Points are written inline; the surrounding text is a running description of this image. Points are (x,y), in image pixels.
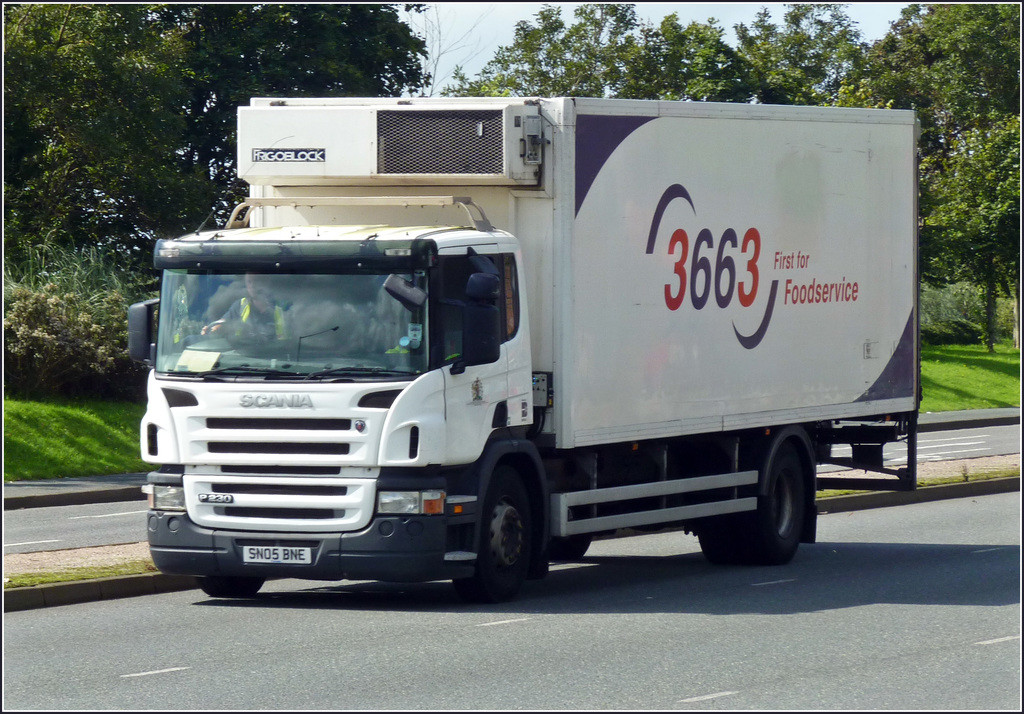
This is a photo. In the center of the image (385,310) we can see a man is driving a truck (581,407). In the background of the image (119,24) we can see the trees (157,6), plants (11,281), grass (1008,394). At the bottom of the image (531,684) we can see the road (563,654). At the top of the image (484,39) we can see the sky (504,37).
